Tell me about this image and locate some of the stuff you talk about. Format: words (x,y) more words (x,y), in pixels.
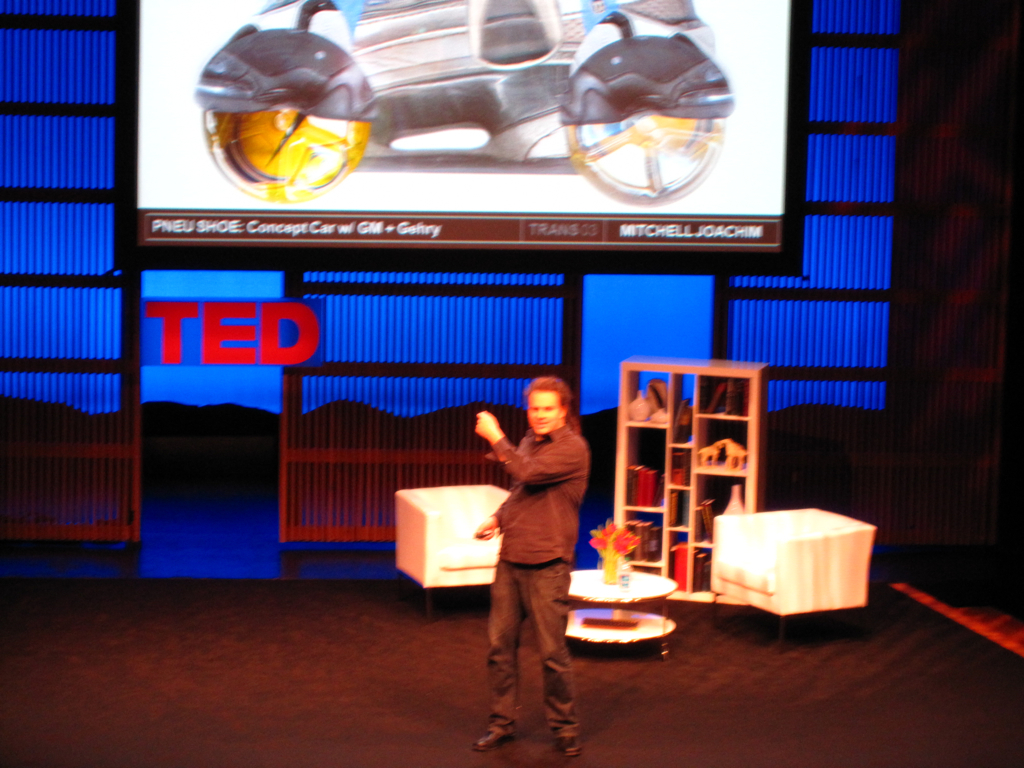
In this picture we can see a person (492,724) standing on the stage (342,667), in the background we can see chairs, rack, table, flower vase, screen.
